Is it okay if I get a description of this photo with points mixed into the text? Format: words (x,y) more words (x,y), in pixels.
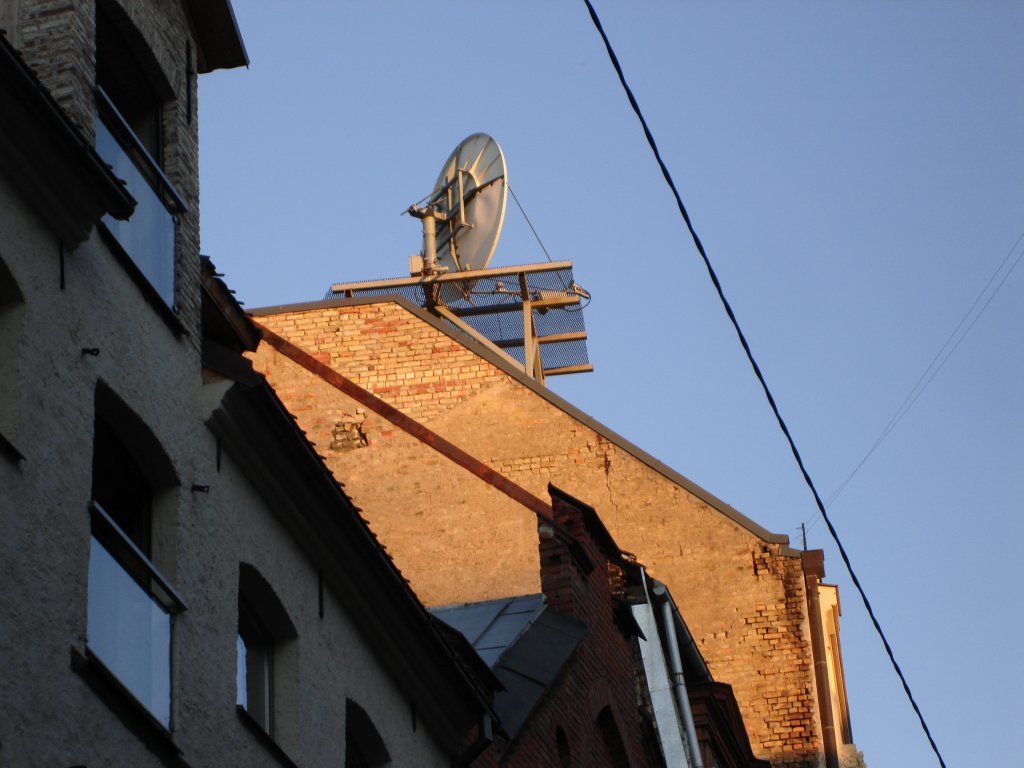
In this image I can see few buildings (618,527), few wires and on one building (425,374) I can see an antenna (425,231). In the background (691,256) I can see the sky (634,207).
